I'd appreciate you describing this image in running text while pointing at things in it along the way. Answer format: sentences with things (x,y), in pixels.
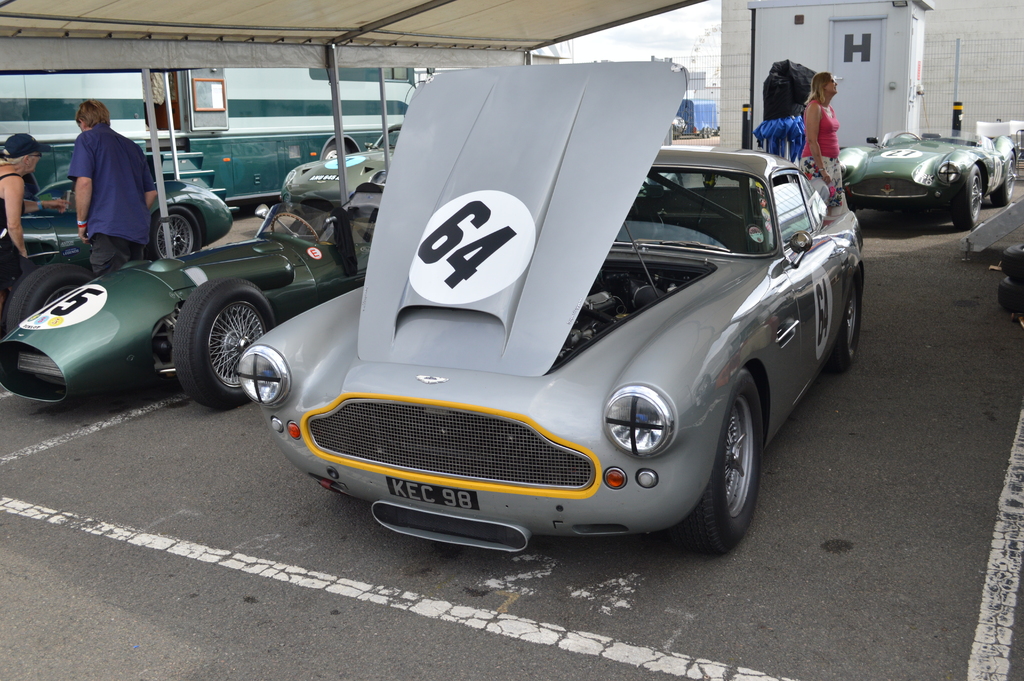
In the foreground (375,339) I can see fleets of cars (605,394), vehicle (302,340), group of people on the road (787,482). In the background (973,92) I can see a fence (975,112), door (867,70), building (731,63), shed (591,28) and the sky (668,39). This image is taken may be during a day.
